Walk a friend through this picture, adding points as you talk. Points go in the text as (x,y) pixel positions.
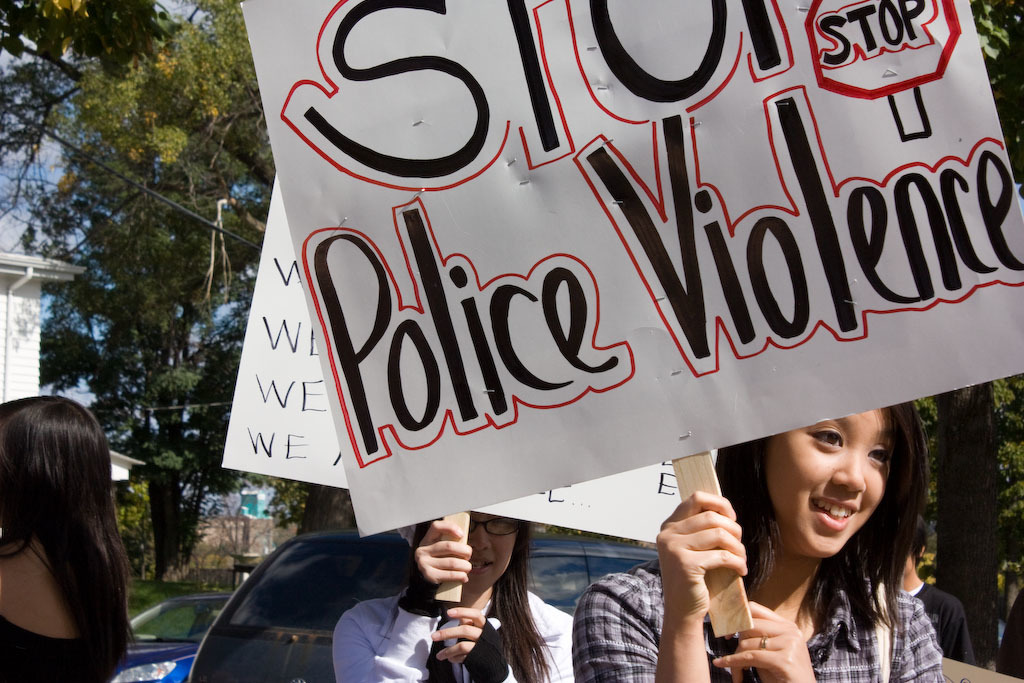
In this image there is the sky (13,242), there are trees (50,347), there are vehicles (296,603), there is a person (51,532) truncated towards the left of the image (74,514), there are two persons (665,528) holding a board (534,393), there is text (500,335) on the board (455,346), there is a board (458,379) truncated, there are trees (980,486) truncated towards the right of the image (999,442), there is a building (53,271) truncated towards the left of the image (32,290), there is the wall (237,545).
